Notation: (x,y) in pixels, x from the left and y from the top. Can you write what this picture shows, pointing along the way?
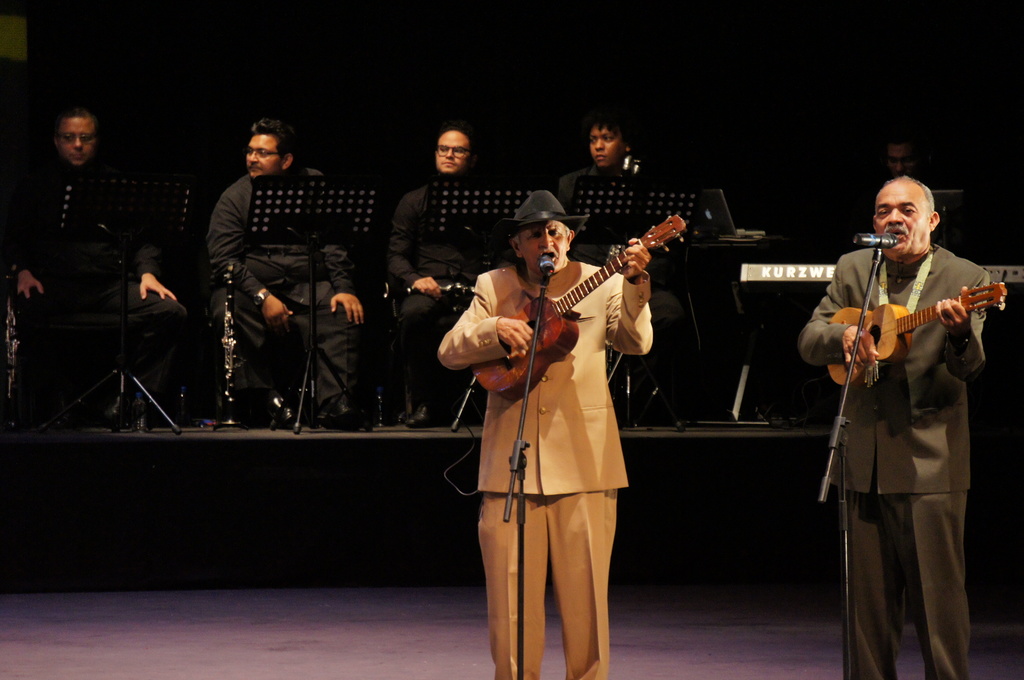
In this image I can see a person (585,419) wearing cream colored dress (587,495) and another person (931,483) wearing grey colored dress (931,483) are standing and holding musical instruments (874,353) in their hands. I can see microphones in front of them. In the background (327,250) I can see few other persons (285,319) wearing black colored dresses (299,285) are sitting and the dark background (848,58).
